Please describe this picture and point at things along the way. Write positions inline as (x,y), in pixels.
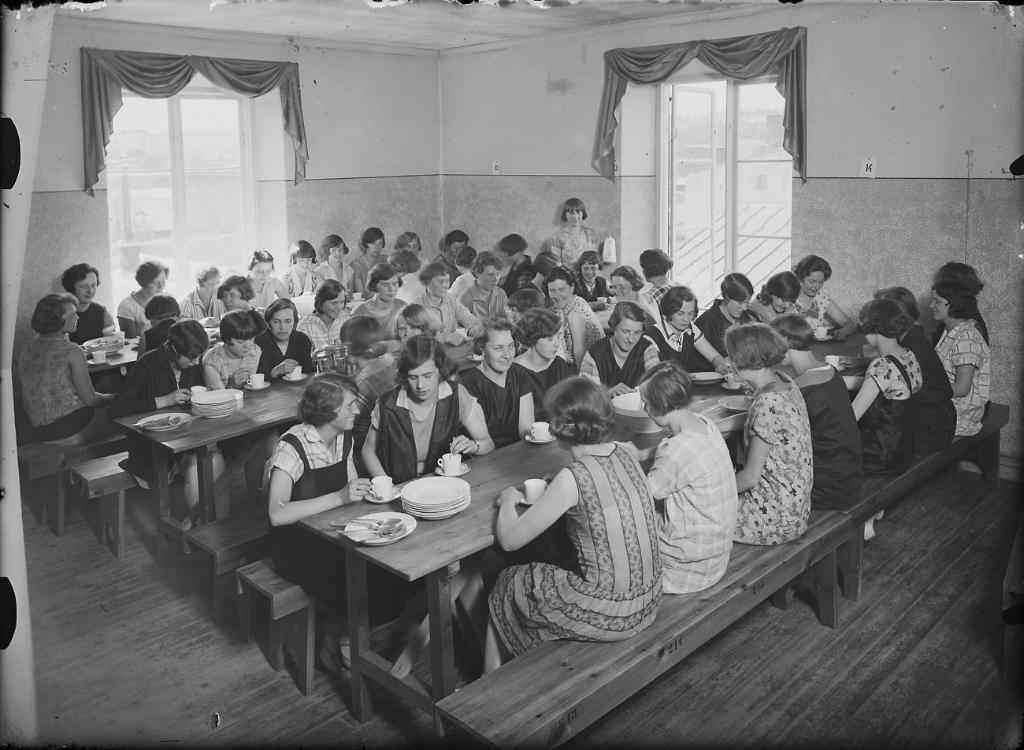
It is a black and white picture there are lot of people (515,329) sitting in front of the tables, it looks like a dining hall (749,641), in the background (554,193) there is a wall (650,102) two windows (226,193) and curtains (606,87).
